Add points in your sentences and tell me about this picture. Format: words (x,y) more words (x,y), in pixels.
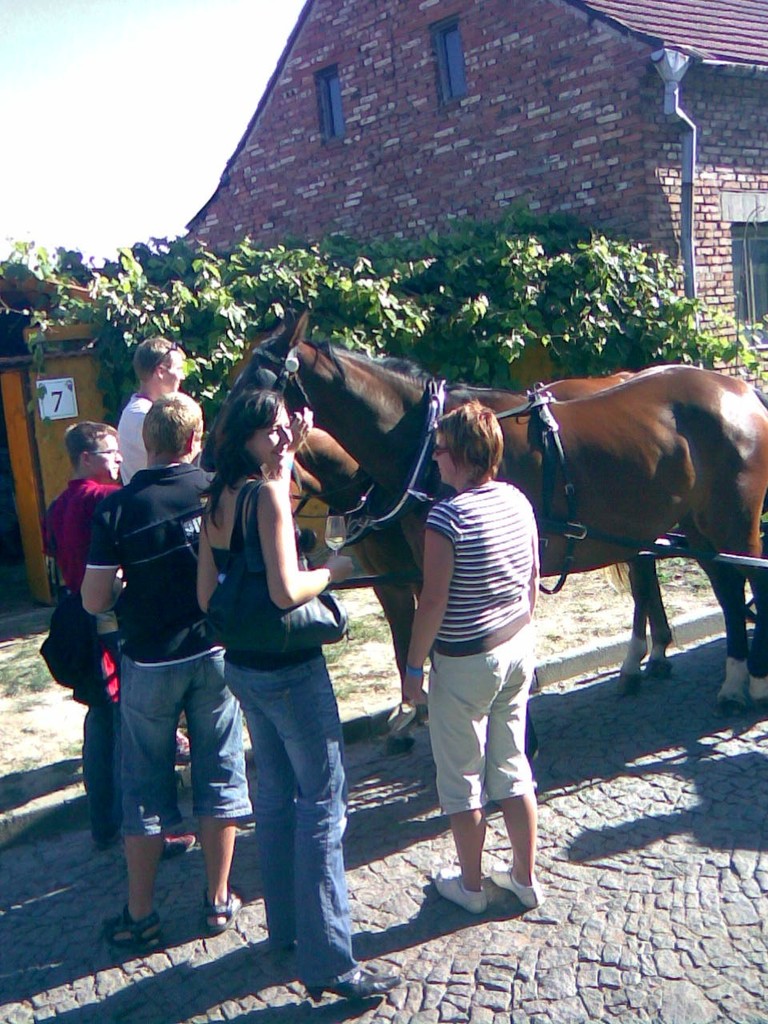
In this picture we can see some people (251,509) are standing in front of the horse (508,475) and back side we can see the building (533,129) and some plants (239,319).
